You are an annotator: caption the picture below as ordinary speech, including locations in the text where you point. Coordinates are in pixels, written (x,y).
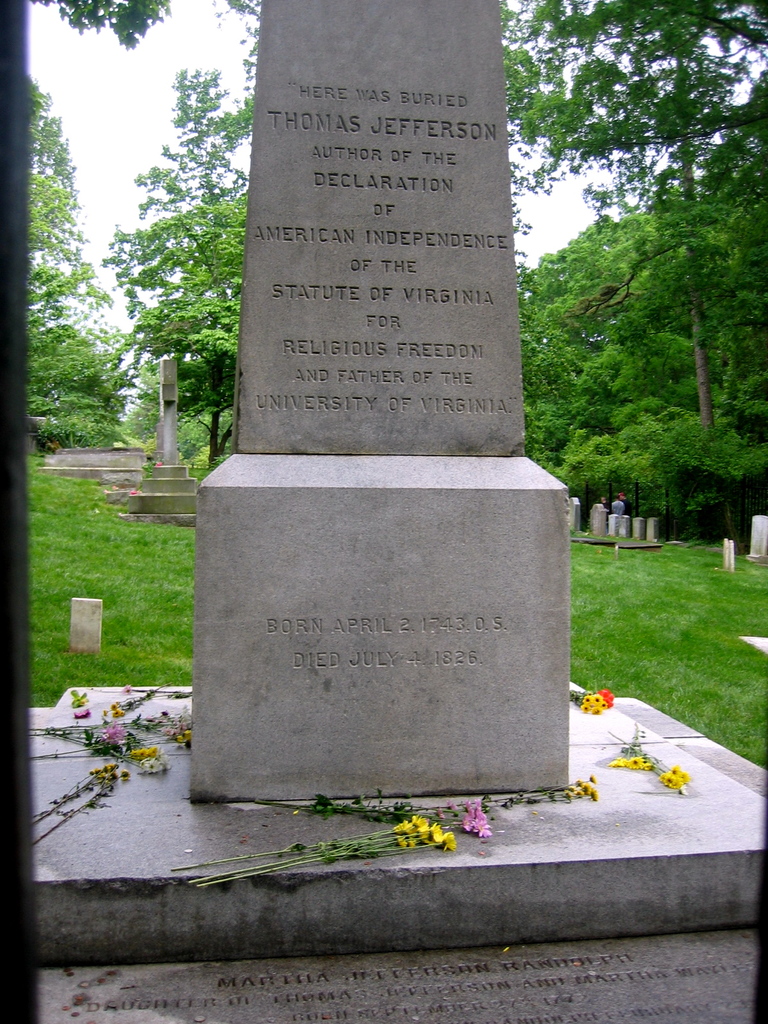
This picture is clicked outside. In the foreground (527,860) we can see the grave (190,760) on which some flowers (175,730) are placed and in the background (638,615) we can see the green grass (664,635), many number of graves (620,534), sky (114,218) and trees (168,263).
